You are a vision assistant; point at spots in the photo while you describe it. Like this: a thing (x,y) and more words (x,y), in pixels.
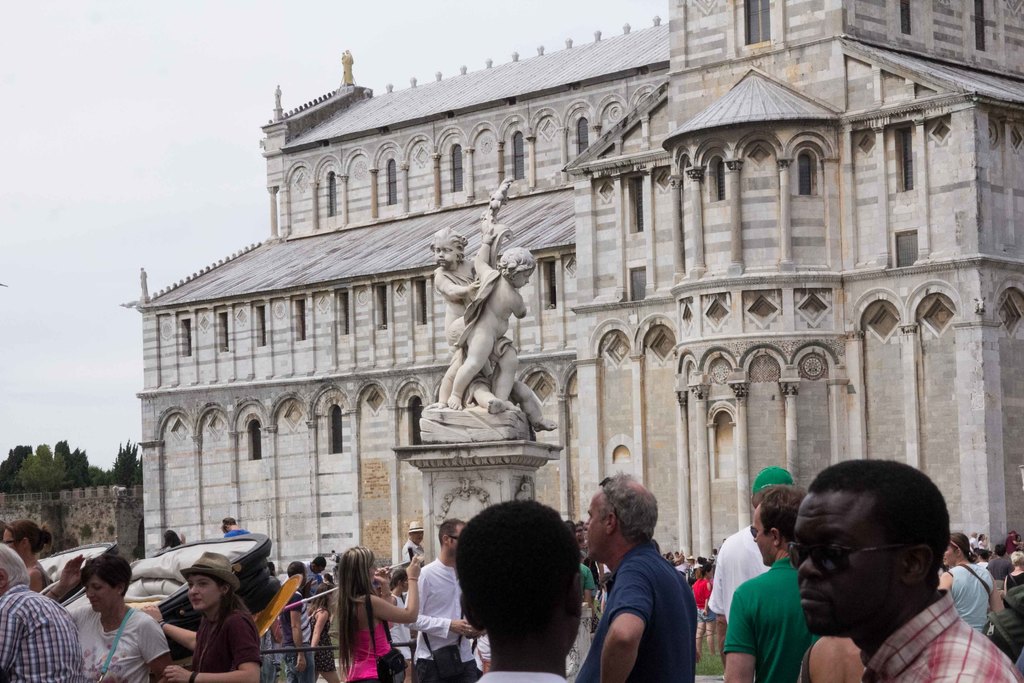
In this picture I can see people (471,584) are standing on the ground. In the background (386,318) I can see statue (455,327) and building (619,317). On the left side (91,361) I can see trees (57,482) and sky (64,406).
